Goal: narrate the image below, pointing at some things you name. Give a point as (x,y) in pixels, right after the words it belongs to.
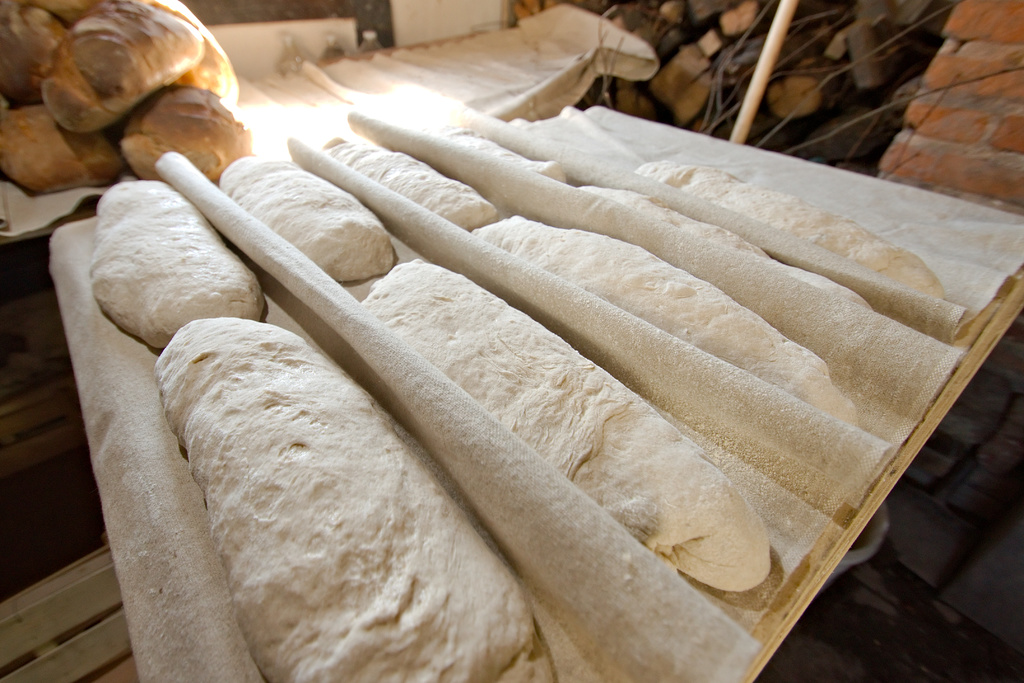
In this picture we can see clothes (539,287), food items (203,160), bottles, wooden logs (794,104), pole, wall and some objects (884,518).
